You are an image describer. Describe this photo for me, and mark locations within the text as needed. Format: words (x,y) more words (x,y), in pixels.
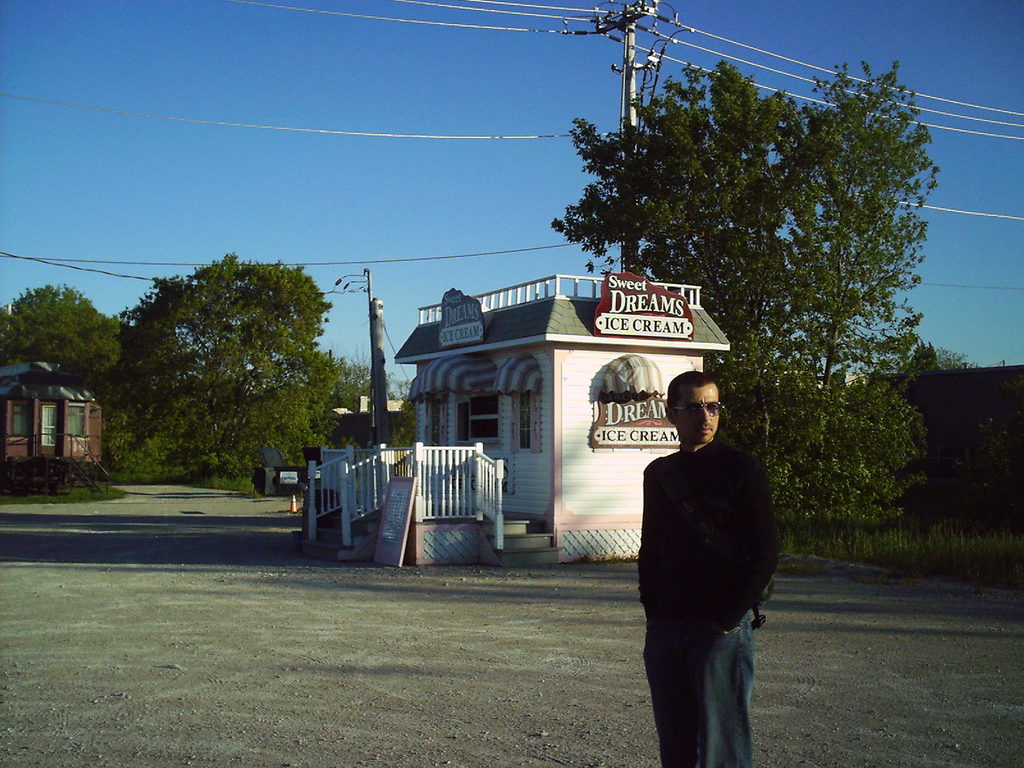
In this image we can see this person (661,564) wearing dress (721,556) and glasses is standing on the ground (792,710). Here we can see a house (533,498), current poles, wires (956,211), trees (760,403), the wall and the blue color sky (513,117) in the background (323,100).
